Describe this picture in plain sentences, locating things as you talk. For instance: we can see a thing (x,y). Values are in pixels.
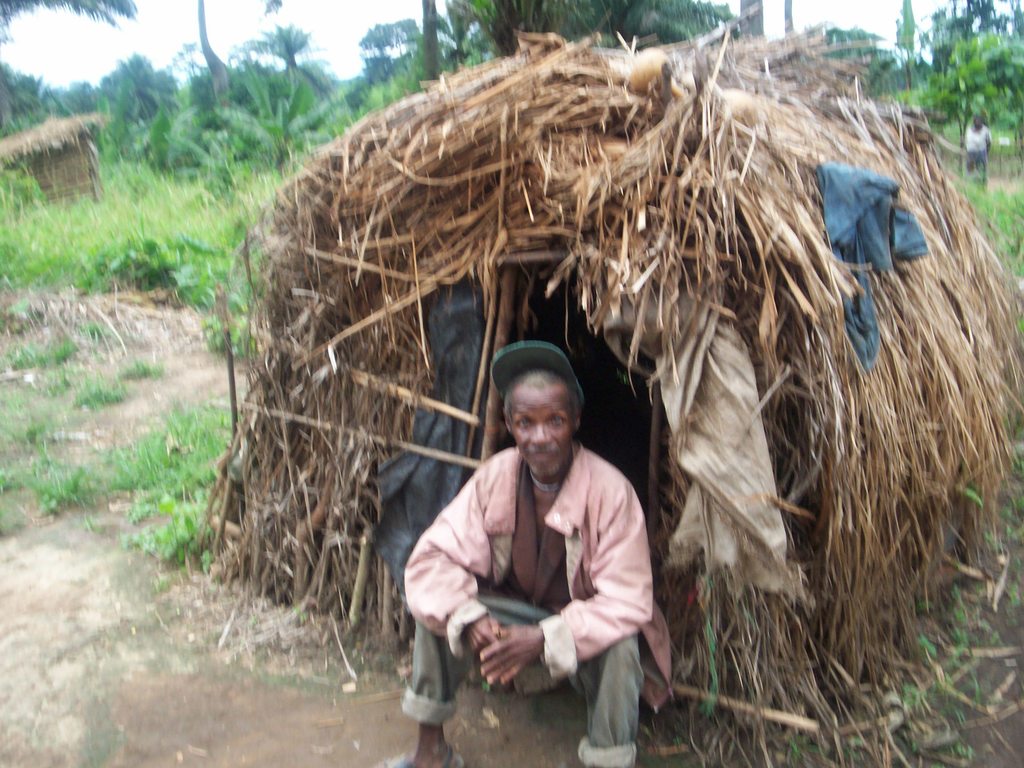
In the center of the image (534,506) we can see a person (501,604) is sitting and he is wearing a cap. Behind him, we can see a hut (651,358). On the hut (858,393), we can see clothes (709,356). In the background (134,155), we can see the sky (120,34), trees (679,10), grass (96,225), one hut (65,124) and a person (985,132) is standing.
